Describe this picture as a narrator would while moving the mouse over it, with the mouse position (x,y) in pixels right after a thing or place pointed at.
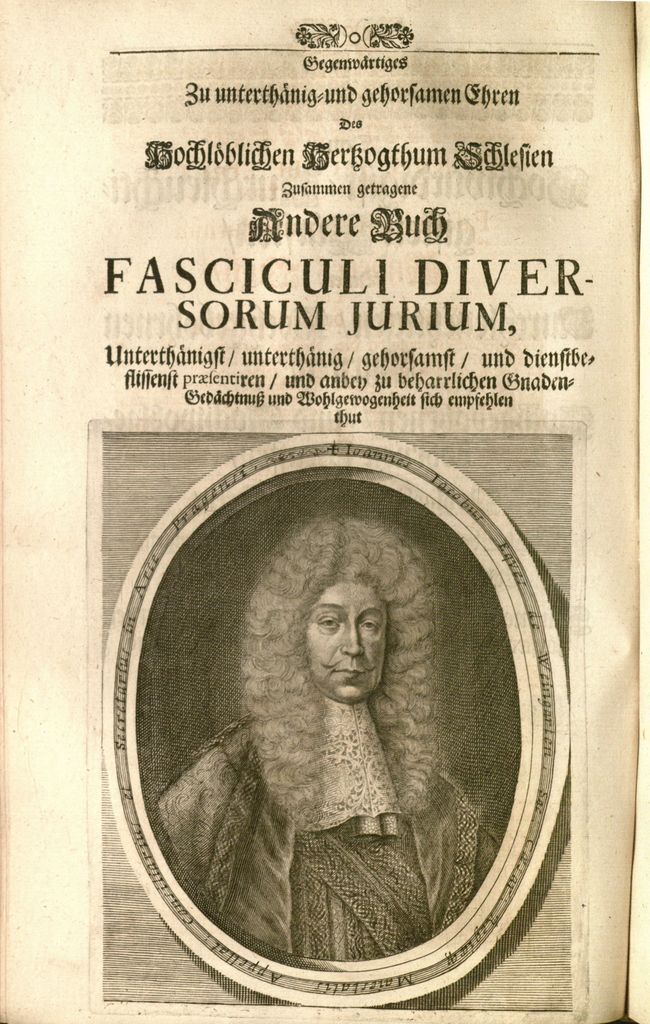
In this image I can see depiction of a person (354,651) and here I can see something is written.
